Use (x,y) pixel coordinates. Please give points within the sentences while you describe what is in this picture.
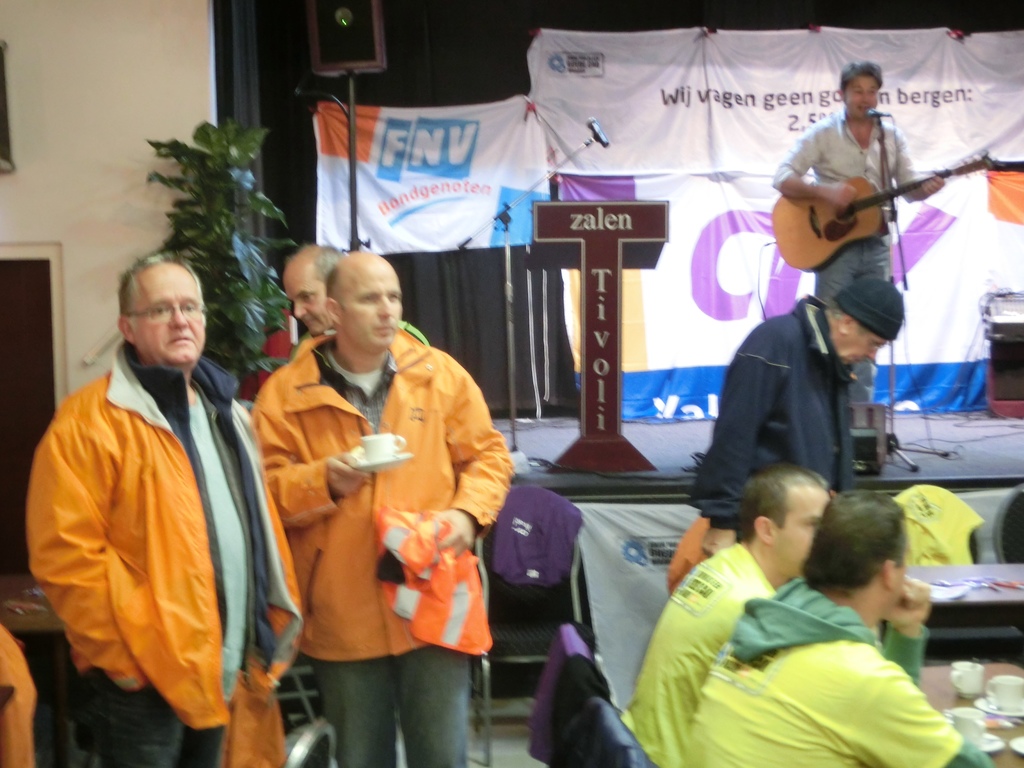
I can see in this image we have a group of people (475,426) among them few are sitting on a chair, few are standing on the floor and the person (872,165) on the right side (869,185) is playing a guitar (865,238) in front of a microphone (870,114) on stage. I can also see there is a table (933,670) with few objects (955,668) on it and a tree (220,239) in the background (229,207).
